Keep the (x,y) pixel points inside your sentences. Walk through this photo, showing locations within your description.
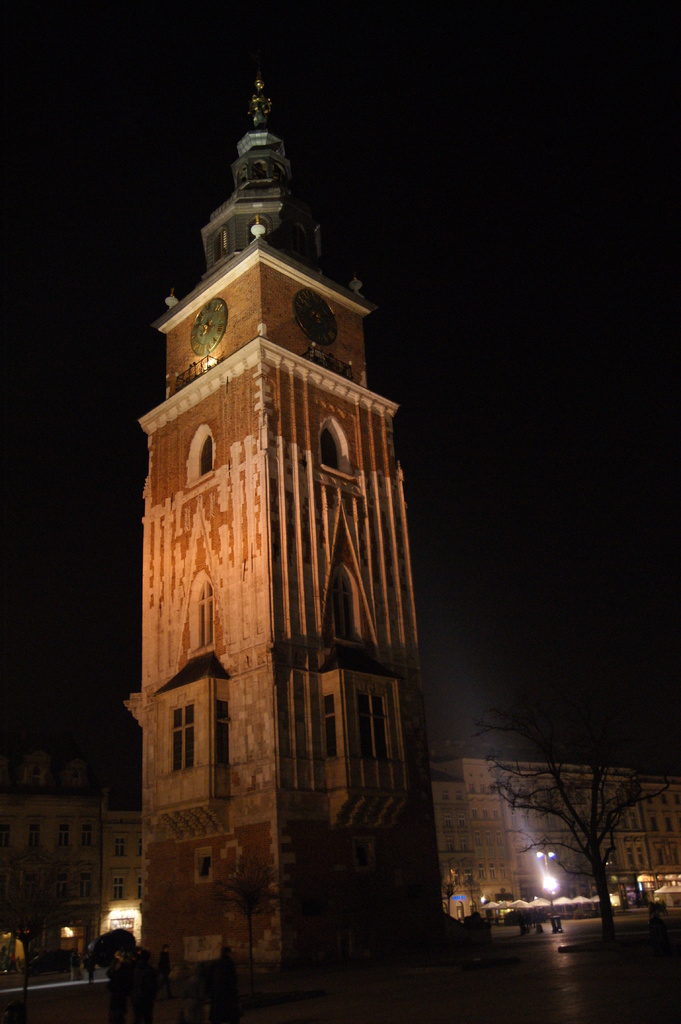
Here we can see buildings (653,806), clocks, trees (592,784), lights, and few persons (133,972). In the background (552,634) there is sky (96,386).
